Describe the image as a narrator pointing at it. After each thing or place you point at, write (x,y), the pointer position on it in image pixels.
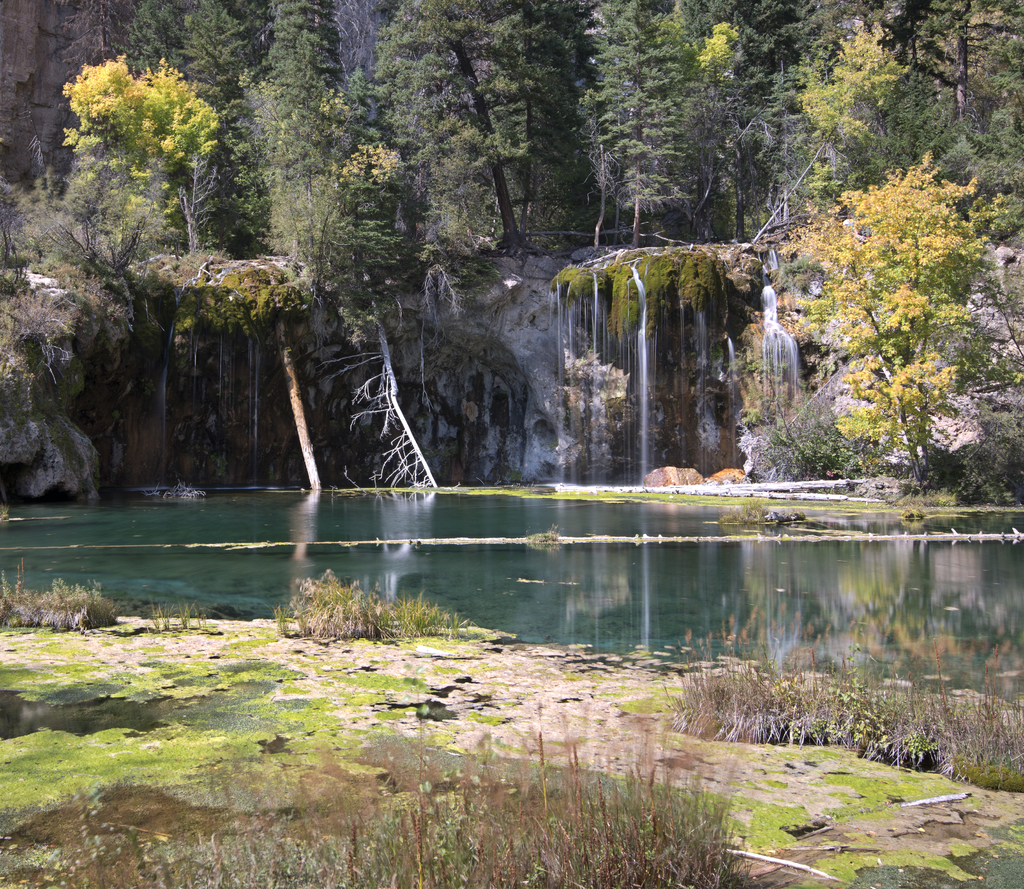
In the center of the image (371,532) we can see a lake (538,631). In the background (265,143) there are trees (774,170) and waterfall (648,346). At the bottom (341,848) there is grass (516,817).
